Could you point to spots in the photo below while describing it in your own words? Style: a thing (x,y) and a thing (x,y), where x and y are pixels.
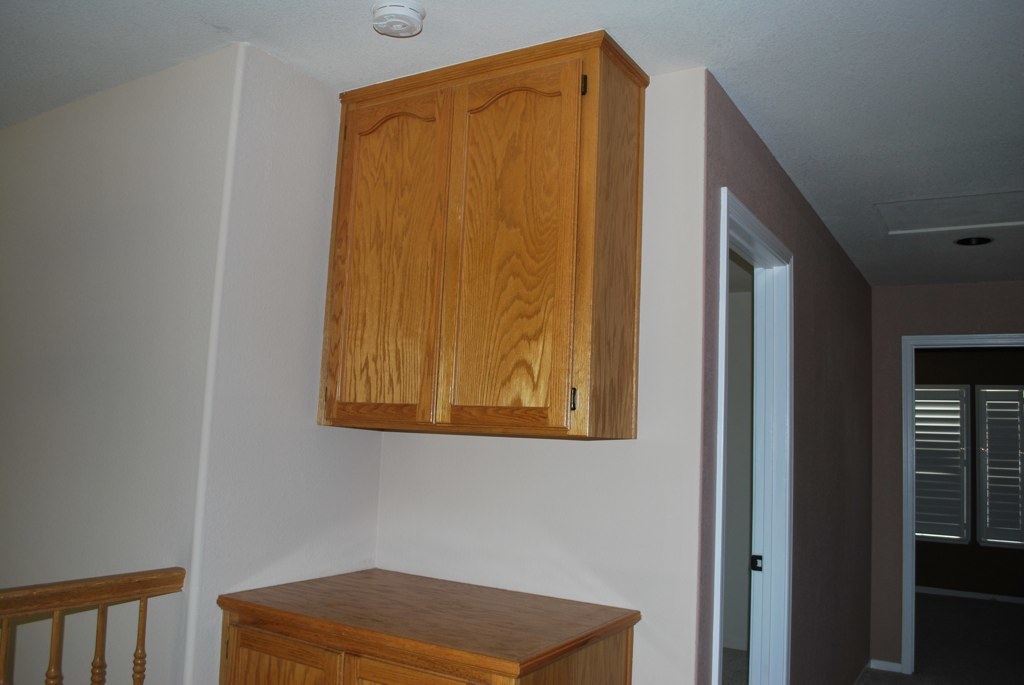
In the foreground of this image (458,640), there is a table (417,638) and a cupboard (521,320) to a wall (661,360). On the right (928,507), there are two entrances (764,539) and a window blind (984,434) in the background (985,429). On the left (142,323), there is a railing (13,595) and a wall (97,292).
